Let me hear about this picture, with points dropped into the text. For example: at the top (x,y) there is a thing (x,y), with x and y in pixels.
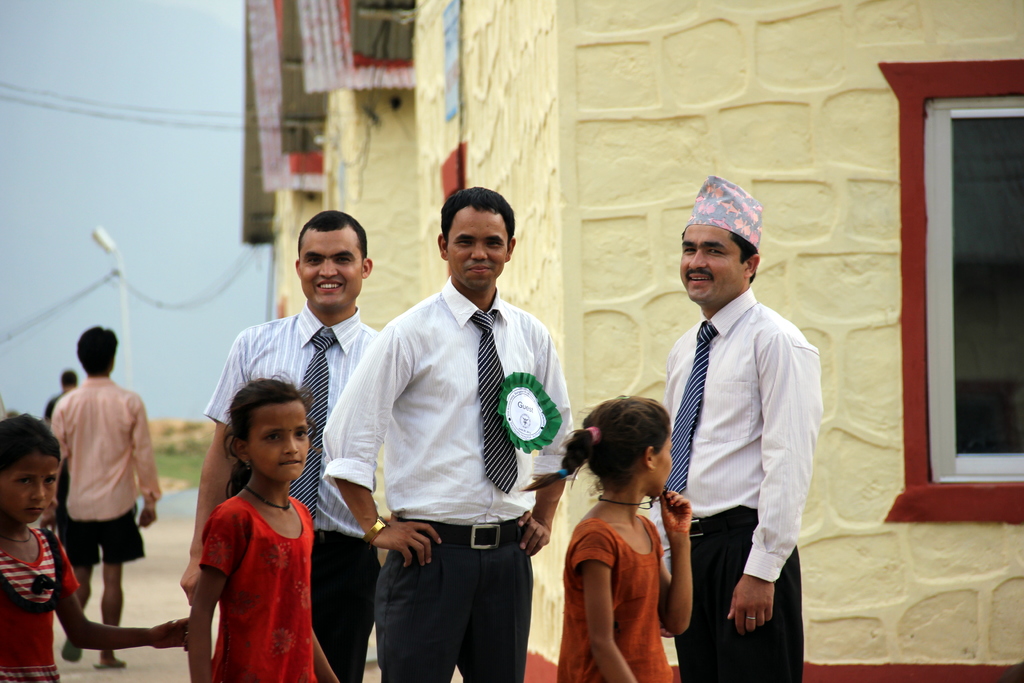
As we can see in the image there are houses (693,119), window (933,150), street lamp (118,275), few people (336,414) here and there and sky (214,297).
